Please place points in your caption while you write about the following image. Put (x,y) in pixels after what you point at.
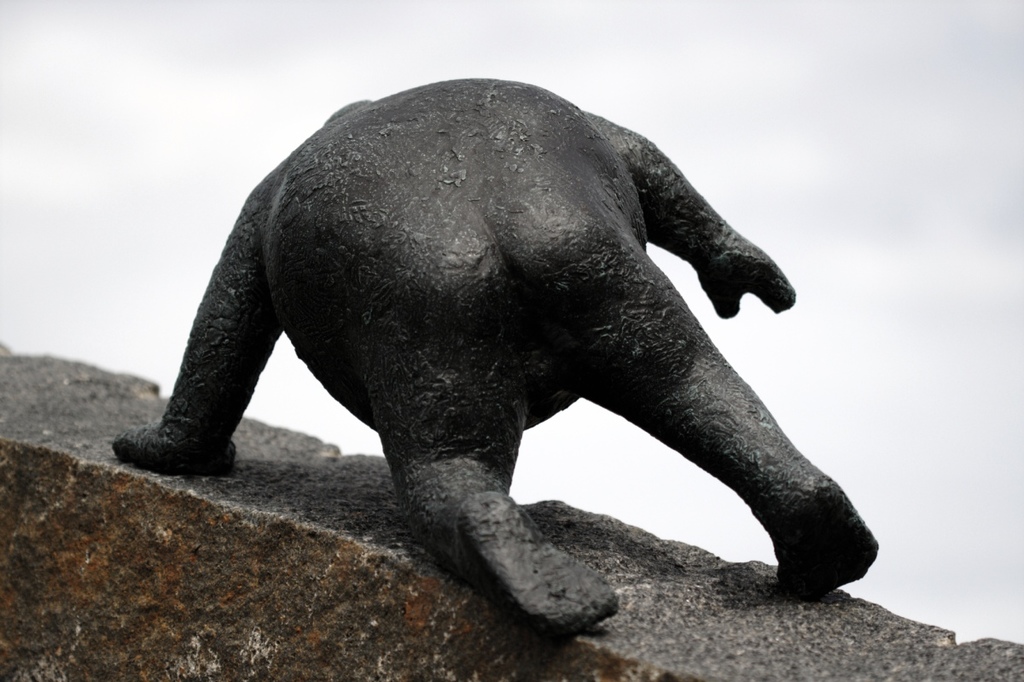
In this image we can see an animal (215,371) on the stone (345,520). On the backside (134,333) we can see the sky (803,413) which looks cloudy.
